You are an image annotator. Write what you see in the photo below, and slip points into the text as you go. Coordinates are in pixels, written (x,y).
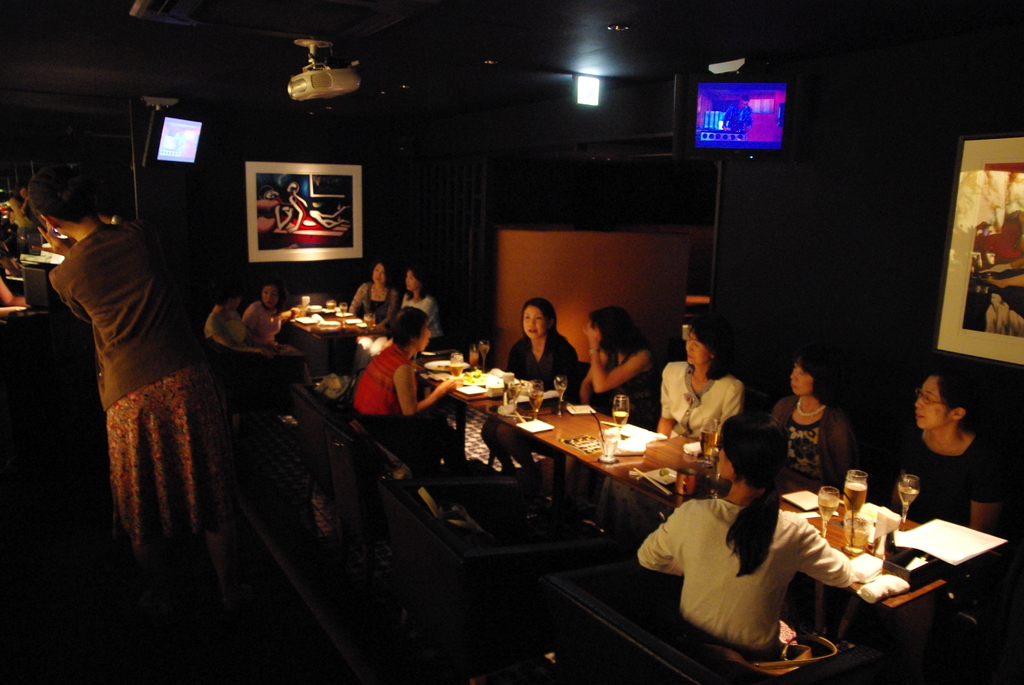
This picture describes about group of people (766,537) some are seated and some are standing, in front of seated people (413,368) we can see plates (473,392) food items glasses (560,380) on the table (578,426). In the image we can see paintings (282,204), monitor (170,149), projector (348,86) and lights (583,85).
